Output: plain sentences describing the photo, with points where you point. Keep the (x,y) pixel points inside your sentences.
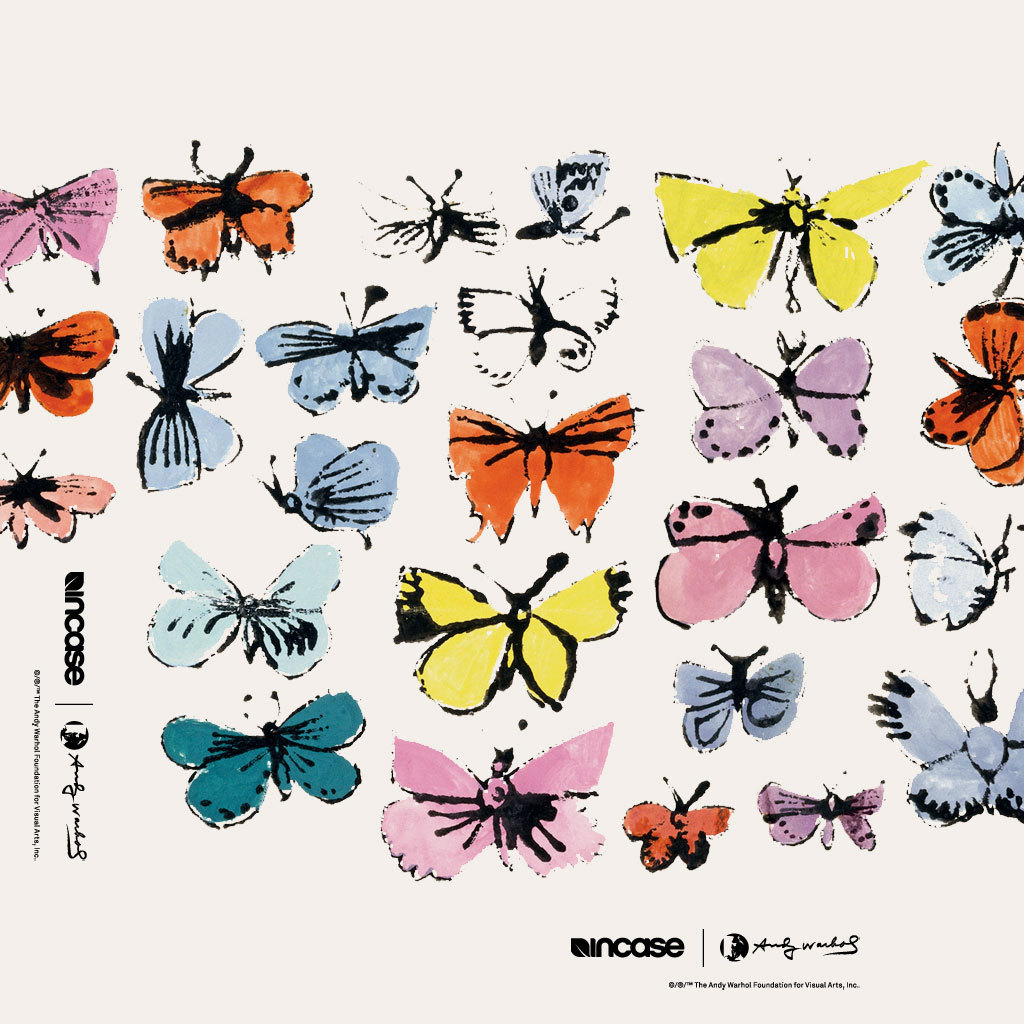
In this image we can see the sketch (66,351) of few butterflies (52,516) and some text (856,946) on the paper (506,326).
